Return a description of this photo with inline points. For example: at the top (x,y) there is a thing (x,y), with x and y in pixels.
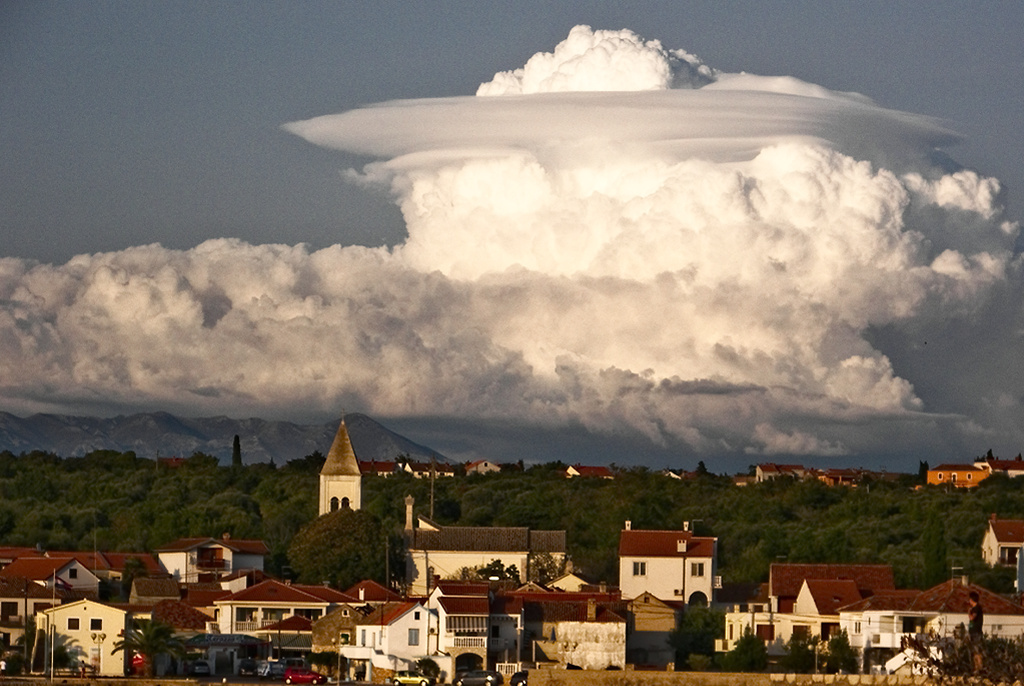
In this image I can see buildings (423,568). There are vehicles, trees (846,638), poles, mountains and there is a person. In the background (458,388) there is sky (396,205).
